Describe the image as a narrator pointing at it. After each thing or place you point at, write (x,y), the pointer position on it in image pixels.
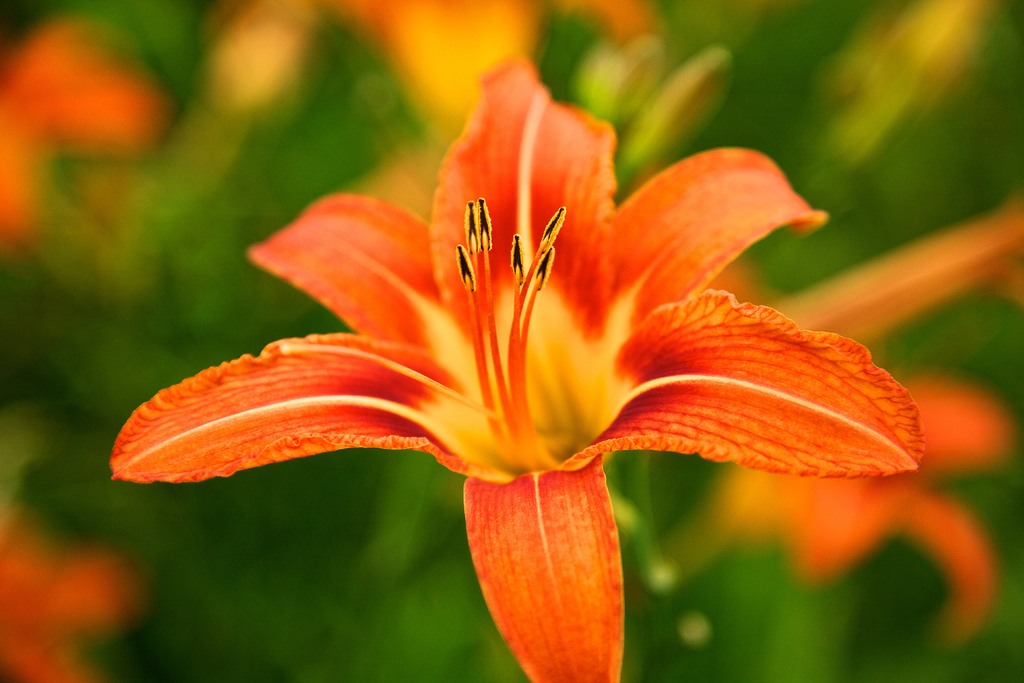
In this image there is a flower (378,337). There are orange petals (457,404) to the flower (394,261). In the center of the flower (498,287) there are pollen grains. Behind the flower (544,440) there are leaves (231,177) and flowers (265,41). The background (50,567) is blurry.
